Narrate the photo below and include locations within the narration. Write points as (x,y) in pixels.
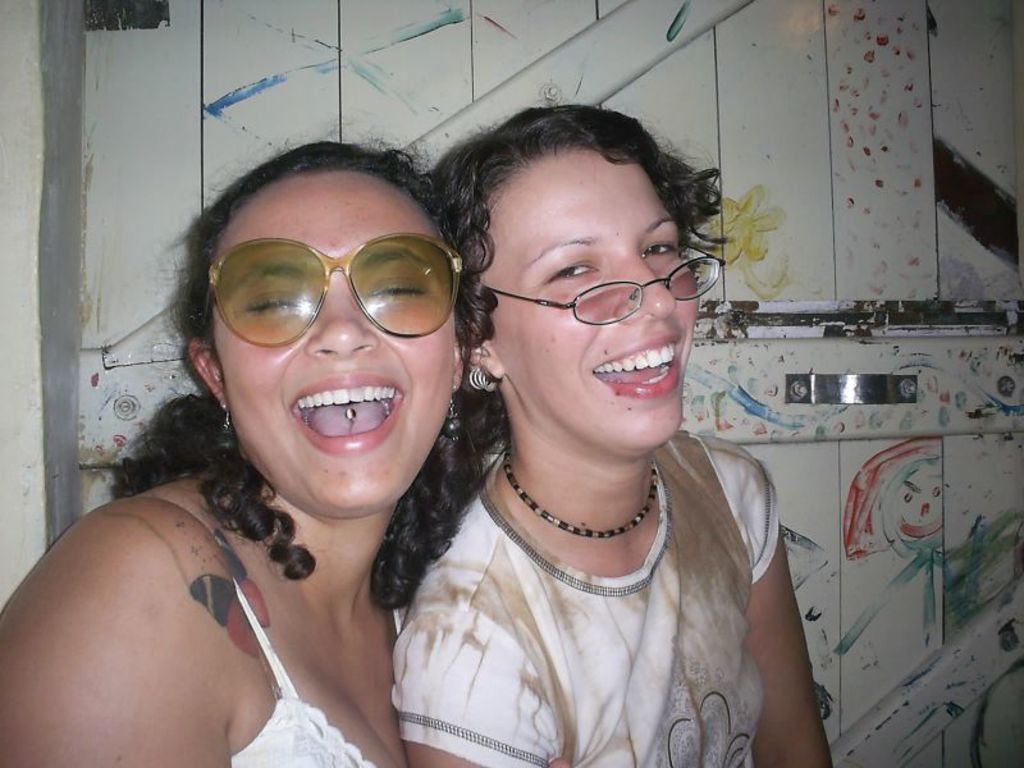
In this image we can see two women (638,394). One woman (355,303) is wearing goggles (452,305) and one woman (591,280) is wearing spectacles (638,284). In the background (279,44), we can see a wall (951,237) with handle (861,395).
